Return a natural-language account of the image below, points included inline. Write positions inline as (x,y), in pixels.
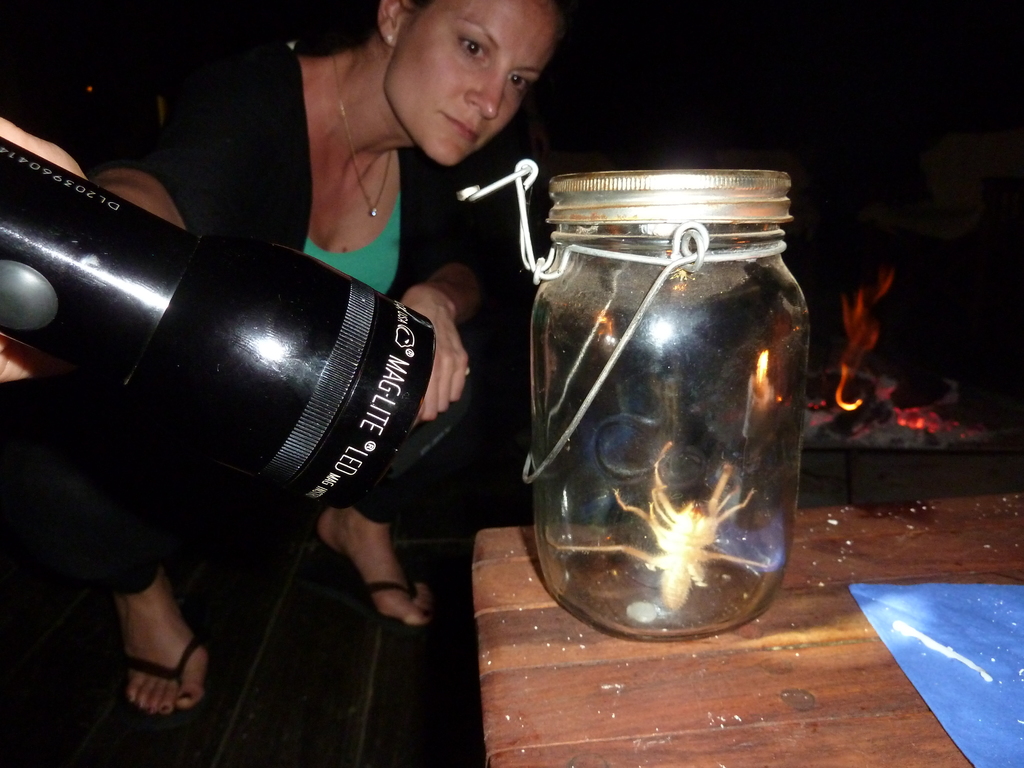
There is one woman (299,216) sitting on the floor (209,553) and holding a torch (244,351) at the bottom of this image (365,557). There is a glass bottle (676,416) is kept on a wooden surface (528,588) as we can see at the bottom of this image (708,664) and there is a fire (860,386) in the background (844,364).
